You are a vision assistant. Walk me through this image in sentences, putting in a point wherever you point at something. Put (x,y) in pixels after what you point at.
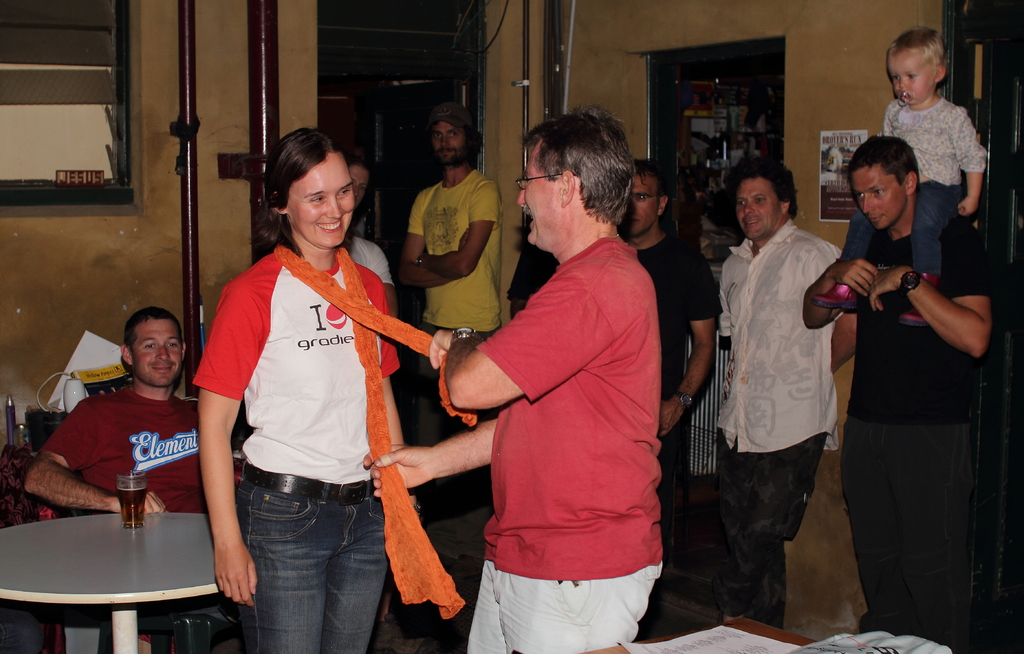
In this image we can see people (515,465) standing on the floor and some are sitting on the chairs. In addition to this we can see a glass tumbler (127,485) with beverage (139,521) in it, metal rods (279,108), side table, papers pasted on the wall (785,133) and polythene cover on the table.
